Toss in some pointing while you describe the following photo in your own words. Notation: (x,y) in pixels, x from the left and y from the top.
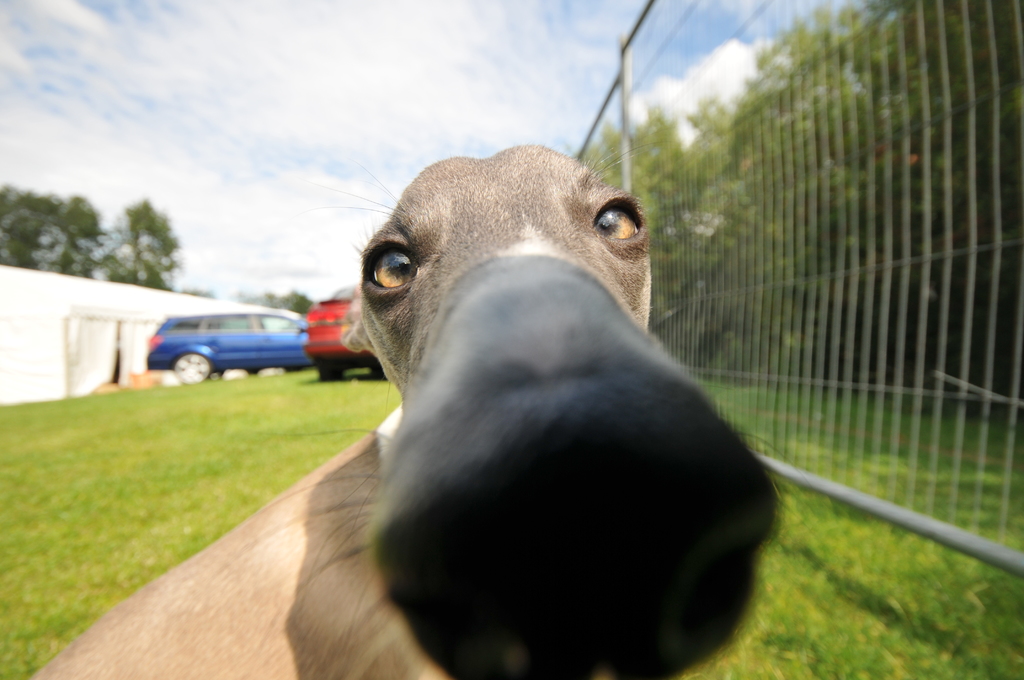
In this image I can see an animal (215,598) which is in gray and white color. Background (186,323) I can see few vehicles (181,337), the wall (113,307) is in white color, trees (877,324) in green color and the sky (239,80) is in white and blue color.
